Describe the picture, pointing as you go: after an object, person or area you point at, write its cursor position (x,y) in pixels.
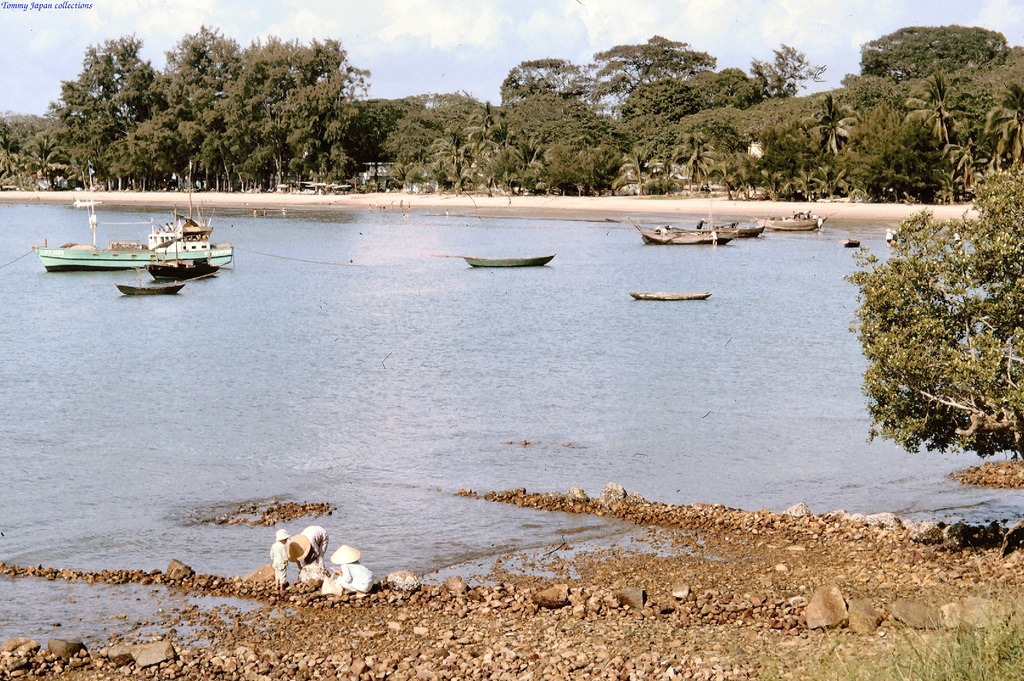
To the bottom of the image (588,609) on the ground (609,637) there is sand (848,638) with many rocks (484,639) on it. And also there are few people (317,561) with white dress (317,554) and hat (297,555) on their heads (303,558). To the right corner of the image (960,359) there is a tree (983,385). In the middle of the image (520,367) there is water (75,339) with ships (144,250) and boats (97,224). In the background (944,105) there are many trees (712,116). To the top of the image (690,41) there is a sky (542,32) with clouds (865,15).
